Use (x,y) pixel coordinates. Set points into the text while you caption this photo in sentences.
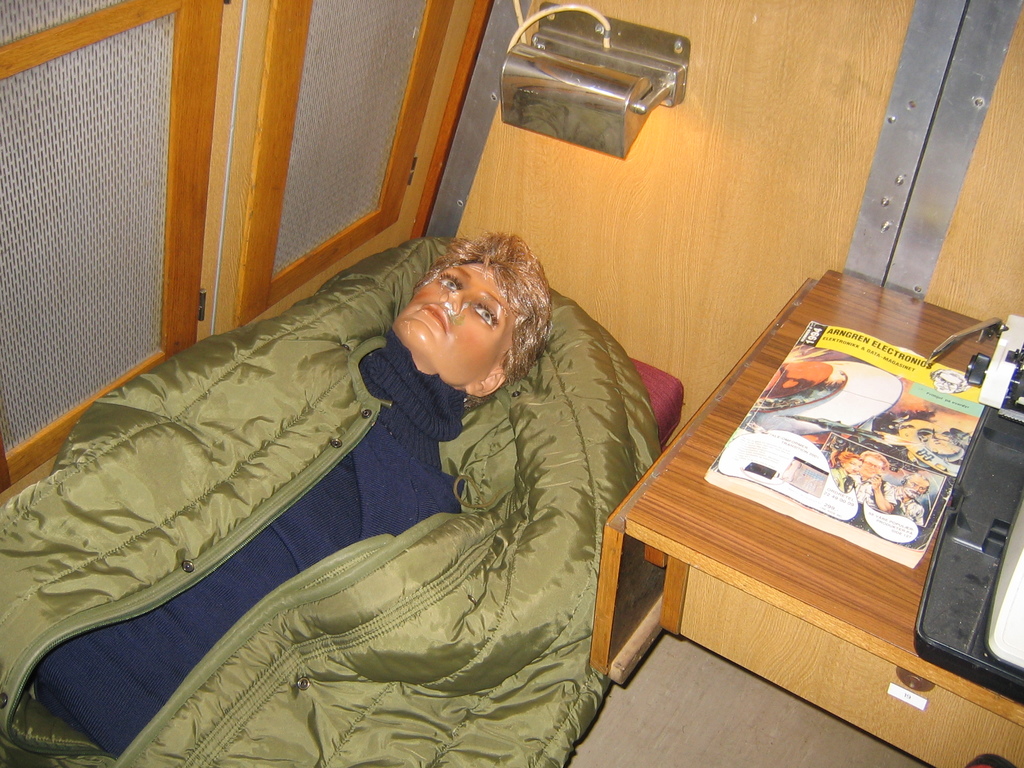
In the image there is a toy (368,511) with blue jacket (336,510) is lying inside the blanket (204,701). On the right side of the image (791,324) there is a table (693,453) with a book (749,445) and a machine (970,458). In the background (794,221) there is a wall (693,90) with object (609,116). On the left side (86,101) there are wooden windows (185,160).
